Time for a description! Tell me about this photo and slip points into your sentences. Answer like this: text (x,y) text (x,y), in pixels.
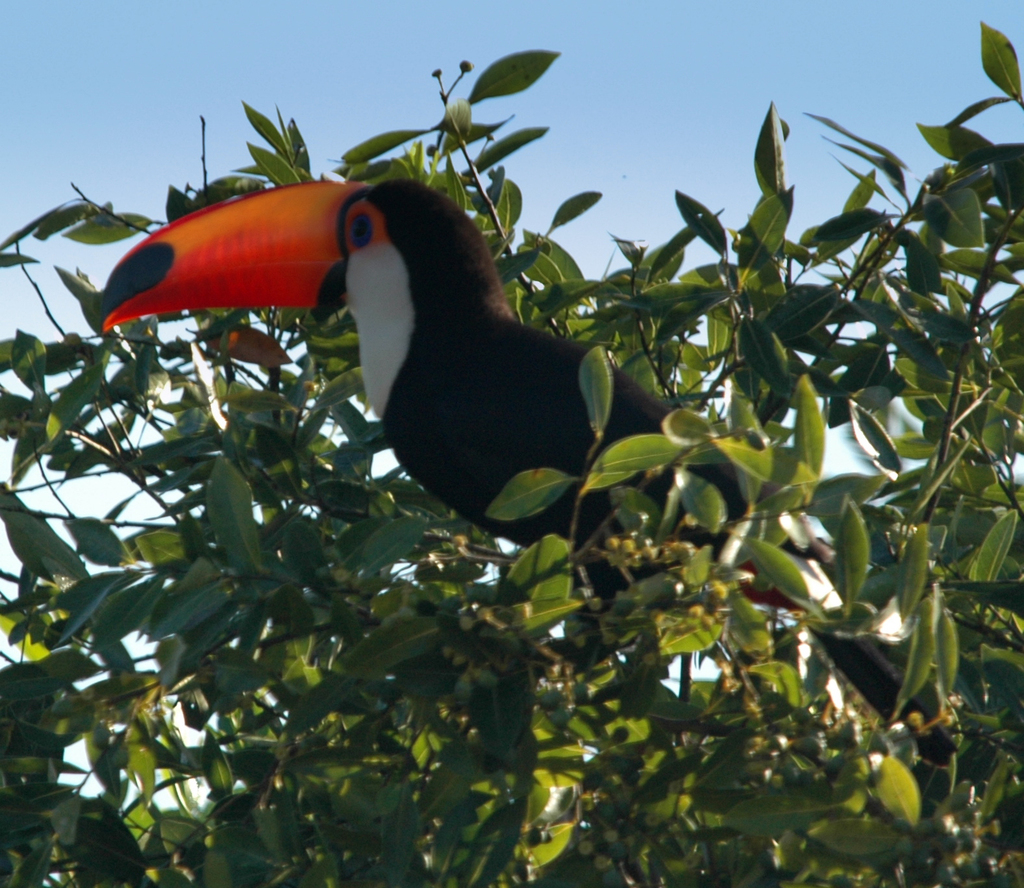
In the background (252,90) we can see the sky (440,51). In this picture we can see leaves (938,568), twigs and a bird (921,736).
